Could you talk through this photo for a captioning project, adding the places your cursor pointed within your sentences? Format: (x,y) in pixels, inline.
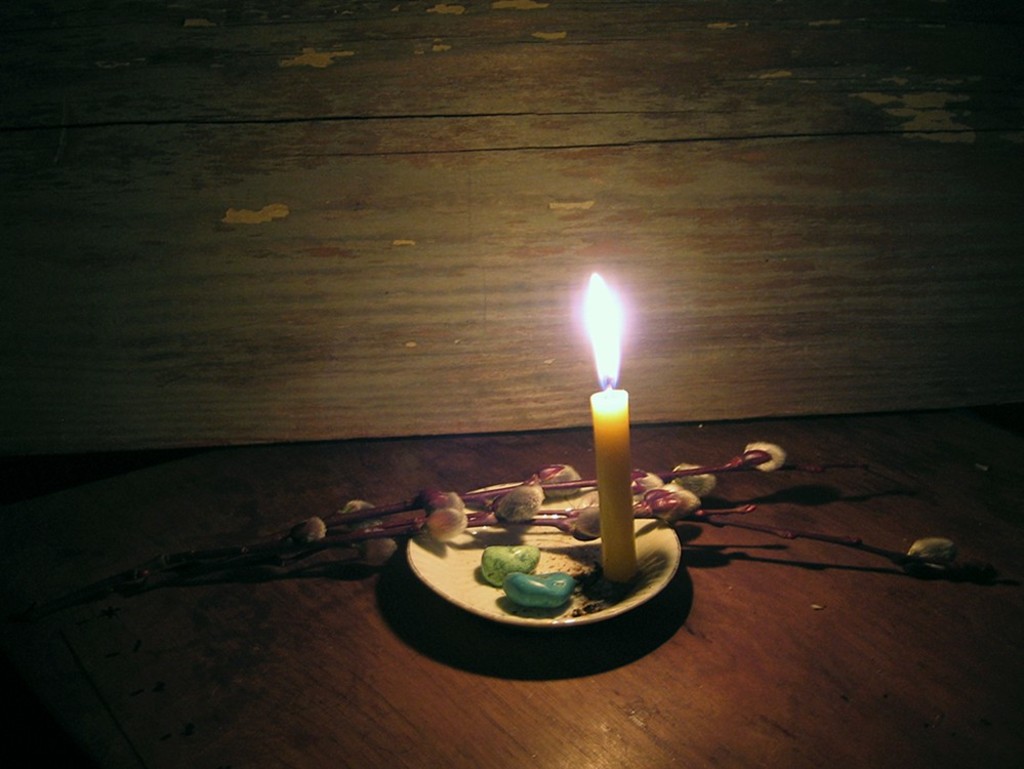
In this image I can see the brown colored surface (313,696) and on it I can see the plate (500,613) and on the plate (542,612) I can see a candle (613,511), a plant (560,510) and few other objects (491,554). In the background (410,200) I can see the green and brown colored surface (489,245).
